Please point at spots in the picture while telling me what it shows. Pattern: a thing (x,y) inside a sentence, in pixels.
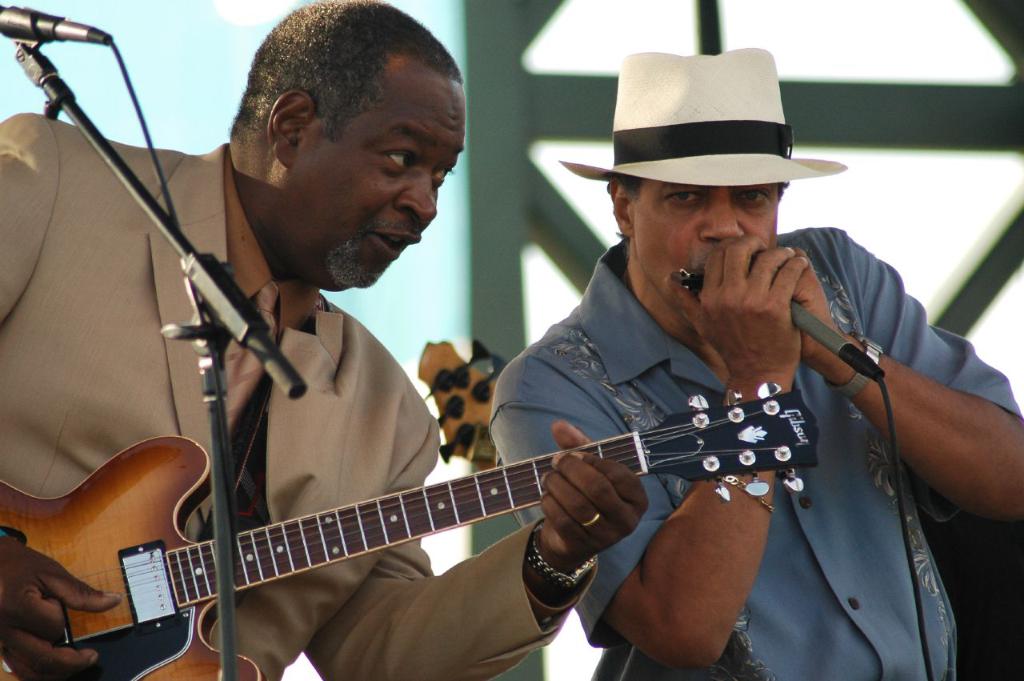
This is a picture taken on a stage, there are two persons (664,583) standing on stage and playing music instrument (399,523) in front of these people (334,306) there are microphone (9,33) with stand (190,241). Behind the people (292,487) there is a wall (487,269).
